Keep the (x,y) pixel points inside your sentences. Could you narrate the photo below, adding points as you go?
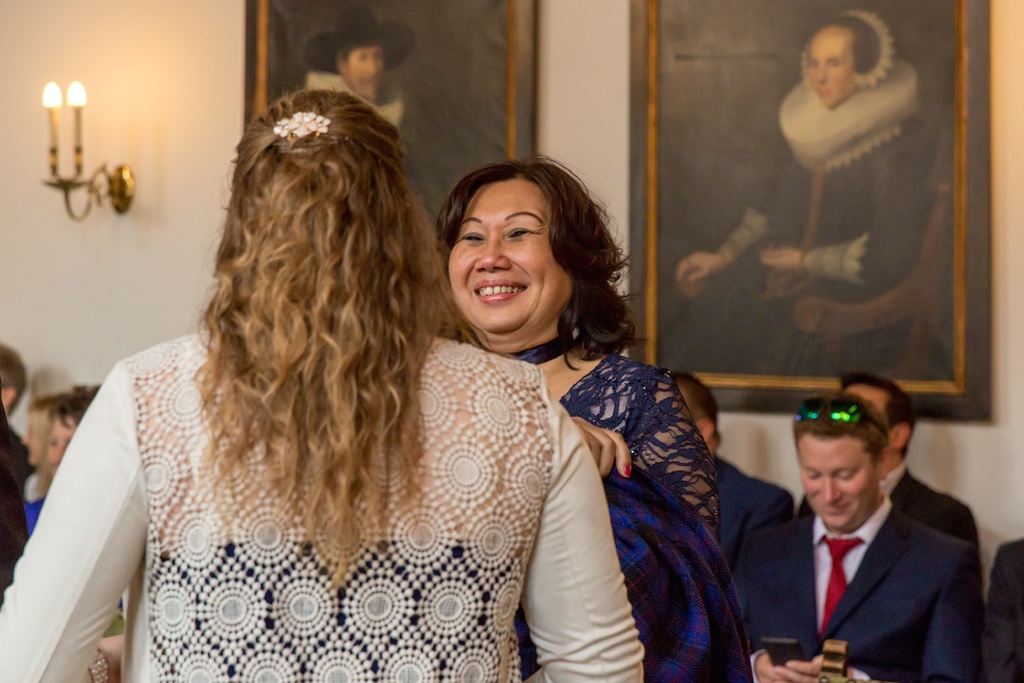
In this image I can see people (398,475) among them some are smiling. In the background (184,184) I can see a wall (173,239). On the wall (108,210) I can see lights (80,143), two photos (738,298) attached to it.
